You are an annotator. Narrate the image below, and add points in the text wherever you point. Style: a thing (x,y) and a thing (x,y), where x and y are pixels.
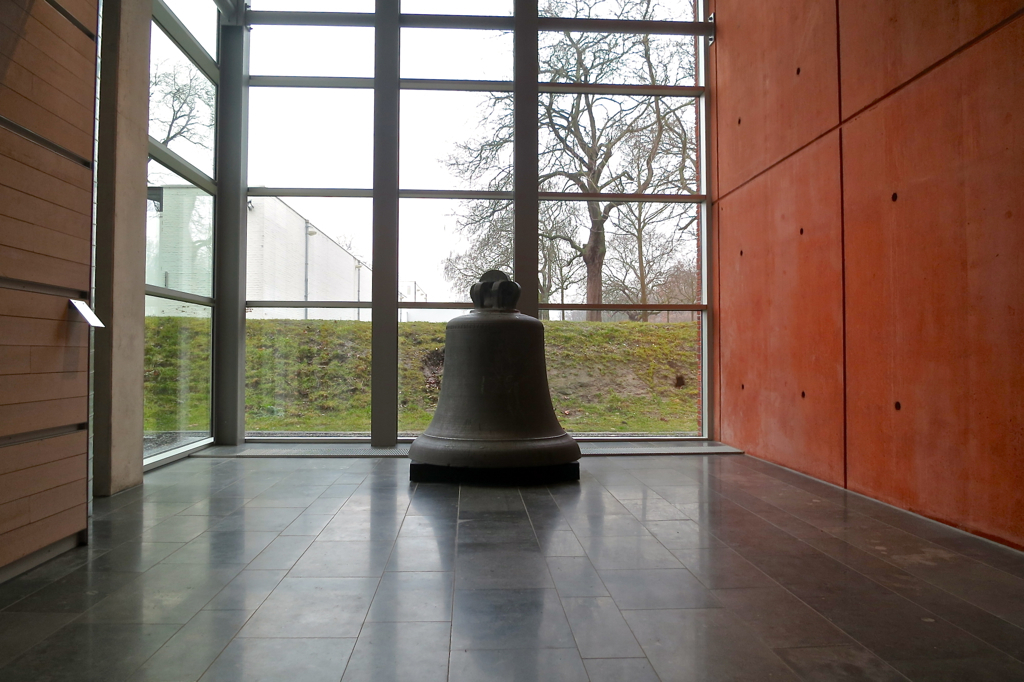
In this image, I can see a bell (529,453), which is placed on the floor (410,531). In the background (299,364), I can see the grass (618,339), trees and a building (291,260) through a glass door (361,346).
